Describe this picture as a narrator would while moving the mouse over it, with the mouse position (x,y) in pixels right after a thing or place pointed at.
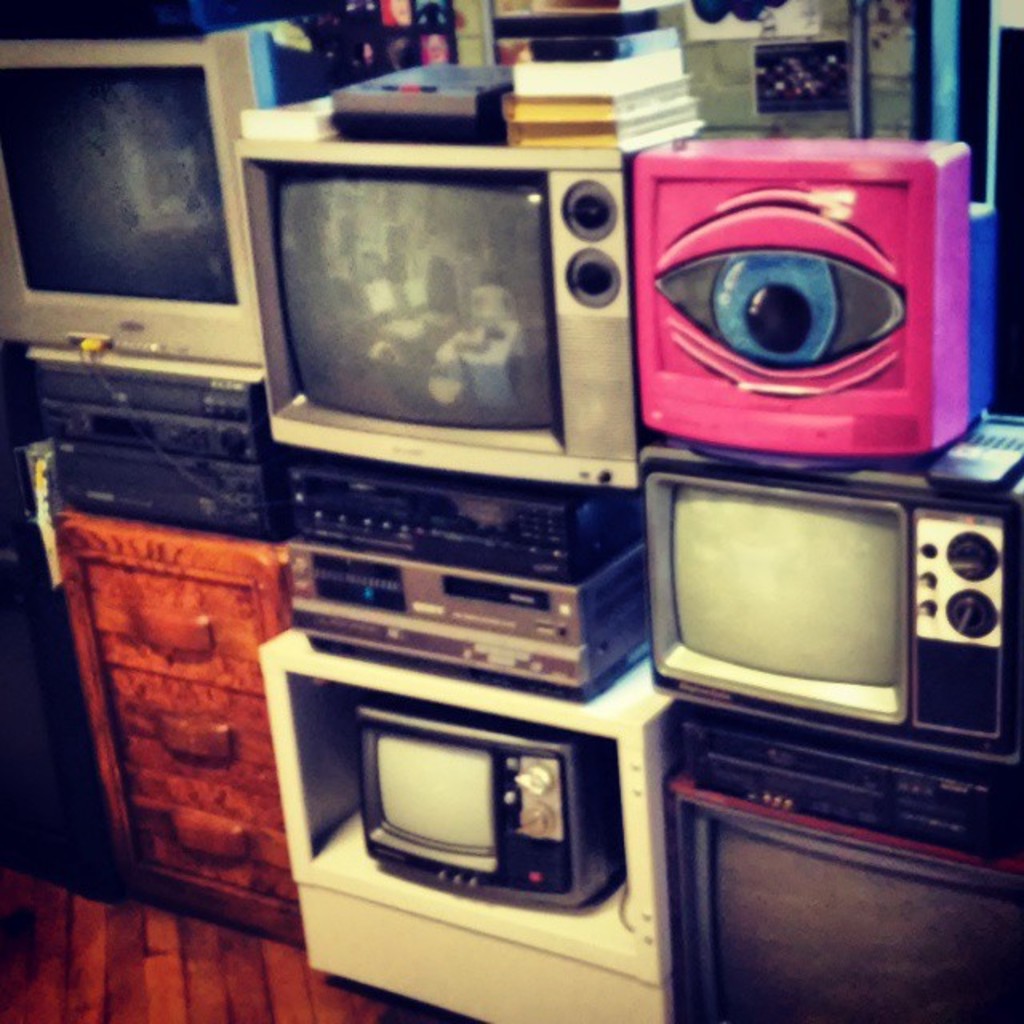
In the picture I can see there are Tvs (585,461). at the top of the Tvs (599,160) i can see books (605,94) and at the bottom of the picture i can see one table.
